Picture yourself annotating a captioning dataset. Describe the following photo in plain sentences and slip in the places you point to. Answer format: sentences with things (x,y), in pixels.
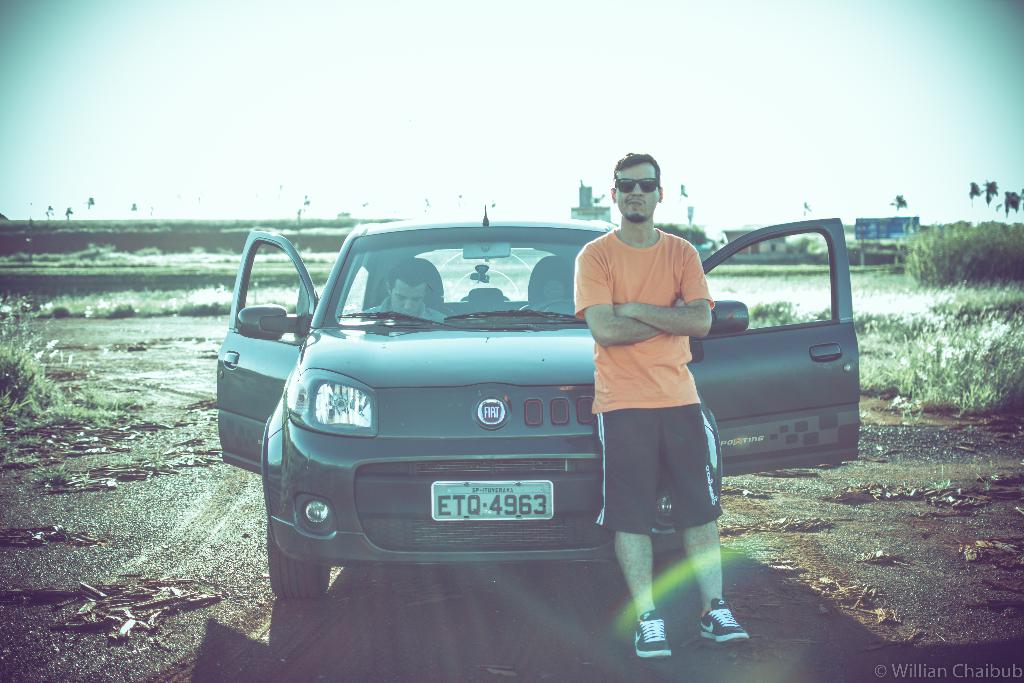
In this picture we can see man (649,609) wore orange color T-Shirt (641,264), goggle (654,181), shoes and standing, beside him we can see car (439,340) where doors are opened and man (396,292) is sitting inside the car (506,502) and in background (215,334) we can see trees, sky (300,100), banner (875,236), path (461,650).
